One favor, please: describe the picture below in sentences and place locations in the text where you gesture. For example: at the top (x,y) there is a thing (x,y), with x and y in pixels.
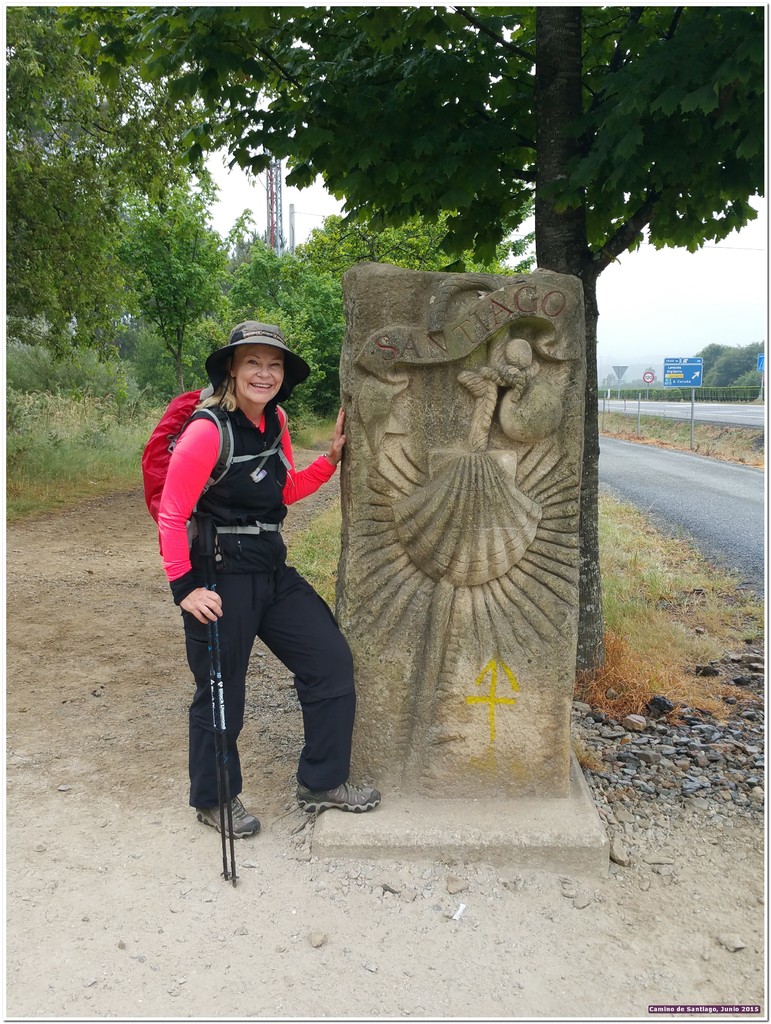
In this picture I can see there is a woman (282,388) standing and she is holding ski sticks (213,709) and there is sculpture (479,548) here and in the background (567,264) there are some trees (435,220) and on the right (675,480) there is a road (685,496).
